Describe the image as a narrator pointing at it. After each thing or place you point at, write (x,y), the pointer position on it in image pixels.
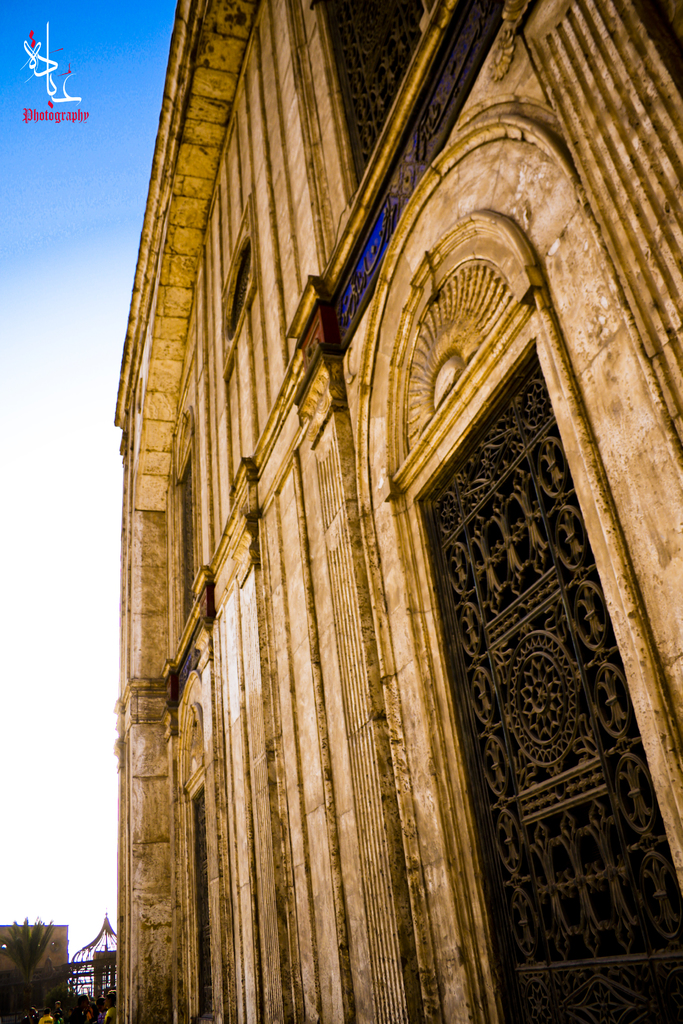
In this image we can see there is a building (266,853) and some people (90,1023), in the background (30,964) we can see a tree (30,965).
